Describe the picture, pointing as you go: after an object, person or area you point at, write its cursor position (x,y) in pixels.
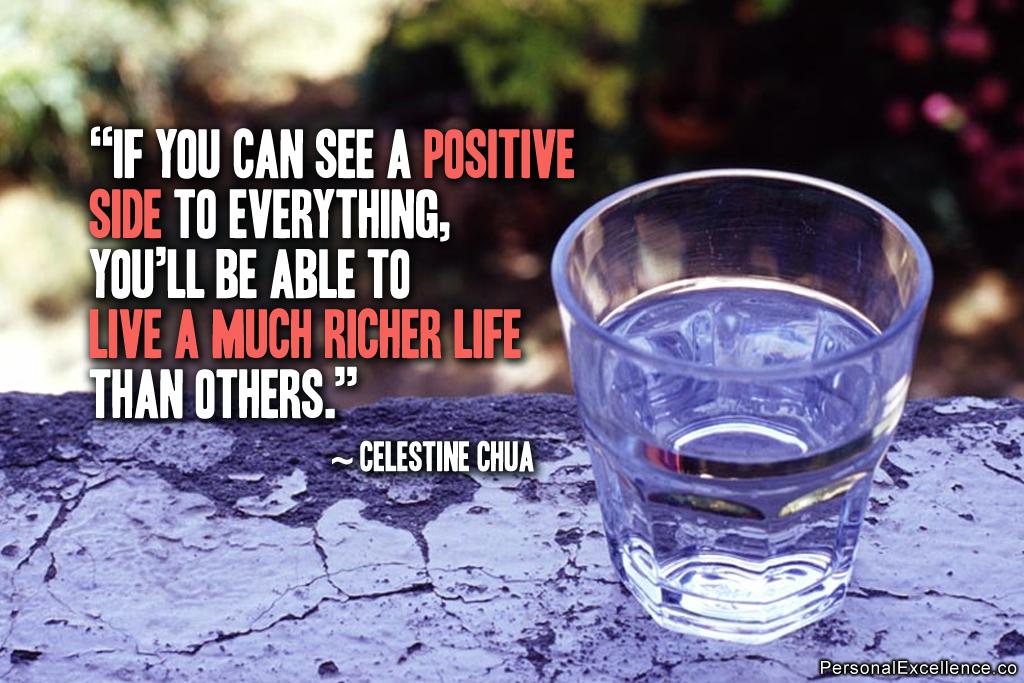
In this image I can see the floor (378,565) which is purple in color and on it I can see a glass (756,511) with water (706,435) in it. In the background (595,141) I can see few trees (516,78) and few flowers (985,95) which are pink in color.
